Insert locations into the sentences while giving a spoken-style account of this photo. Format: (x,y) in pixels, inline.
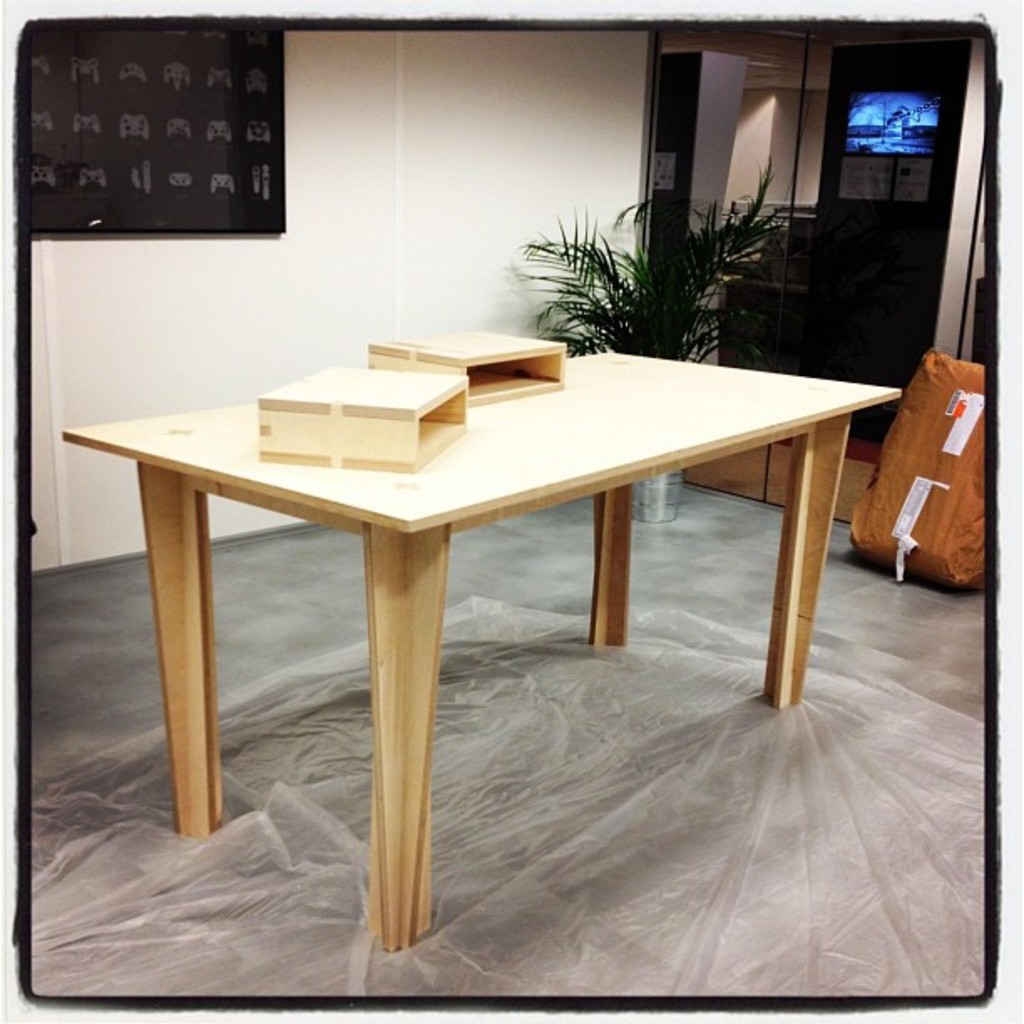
As we can see in the image there is a white color wall (499,150), table (518,450), cover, plant (630,315) and a door (845,251).
